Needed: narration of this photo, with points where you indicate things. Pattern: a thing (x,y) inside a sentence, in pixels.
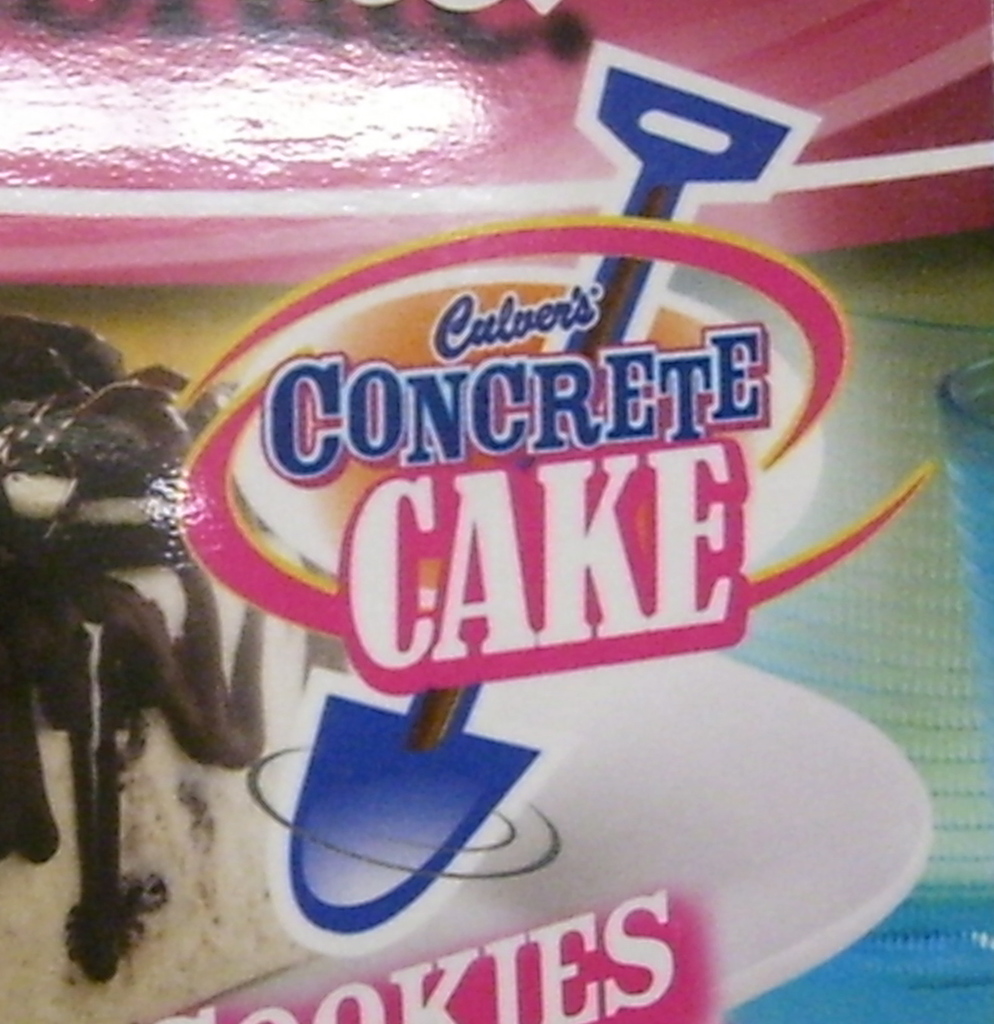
In this image we can see the wrapper (526,513) of a packed food (538,440).
